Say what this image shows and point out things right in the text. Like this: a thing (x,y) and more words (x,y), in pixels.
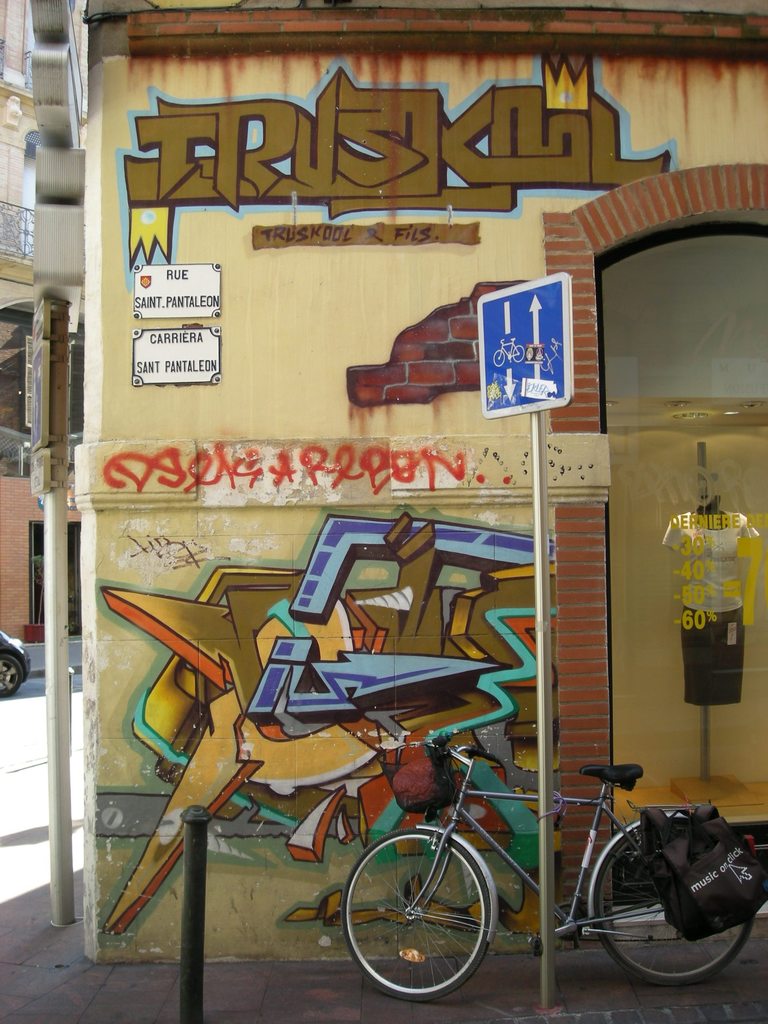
In this picture we can see poles (550,951), boards (535,352) and bag (670,872) on a bicycle (374,866). We can see painting (300,684) and boards (161,353) on the wall (431,250) and glass (739,736), through this glass (691,569) we can see mannequin (727,673) with clothes (718,552). In the background of the image (34,501) we can see building (13,494), railing (16,216) and vehicle wheel (6,669).
